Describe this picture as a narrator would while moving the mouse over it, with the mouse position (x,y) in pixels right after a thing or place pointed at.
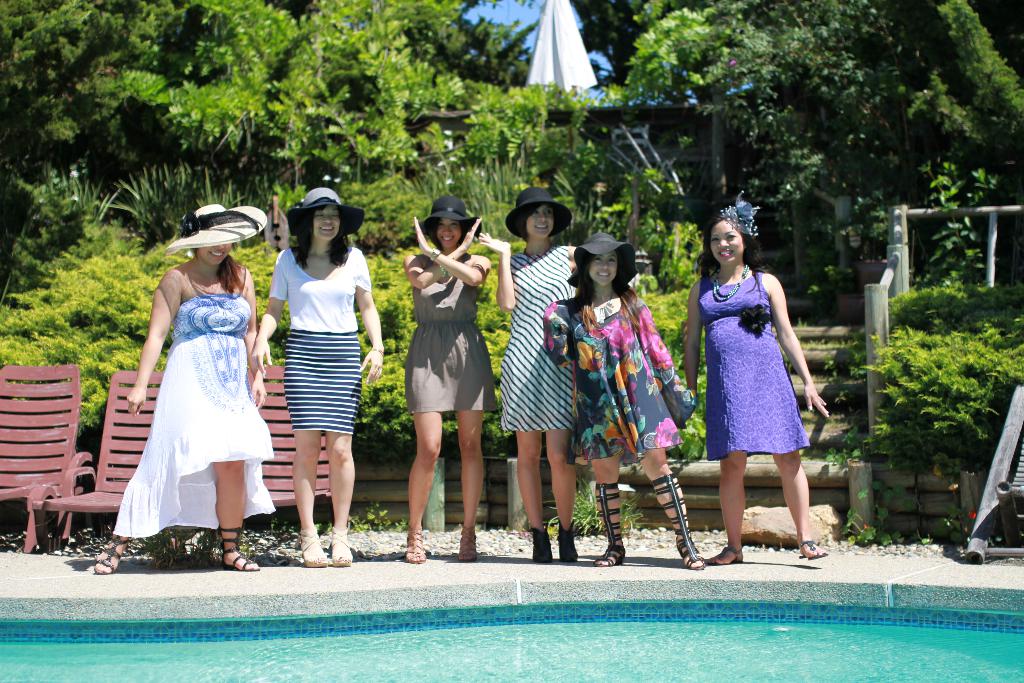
In the image there are group of women (449,329) standing beside a swimming pool (742,672) and posing for the photo, some of them are wearing hats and there are three chairs (52,464) behind the women (213,434) and in the background (15,166) there are plenty of trees (293,128).
